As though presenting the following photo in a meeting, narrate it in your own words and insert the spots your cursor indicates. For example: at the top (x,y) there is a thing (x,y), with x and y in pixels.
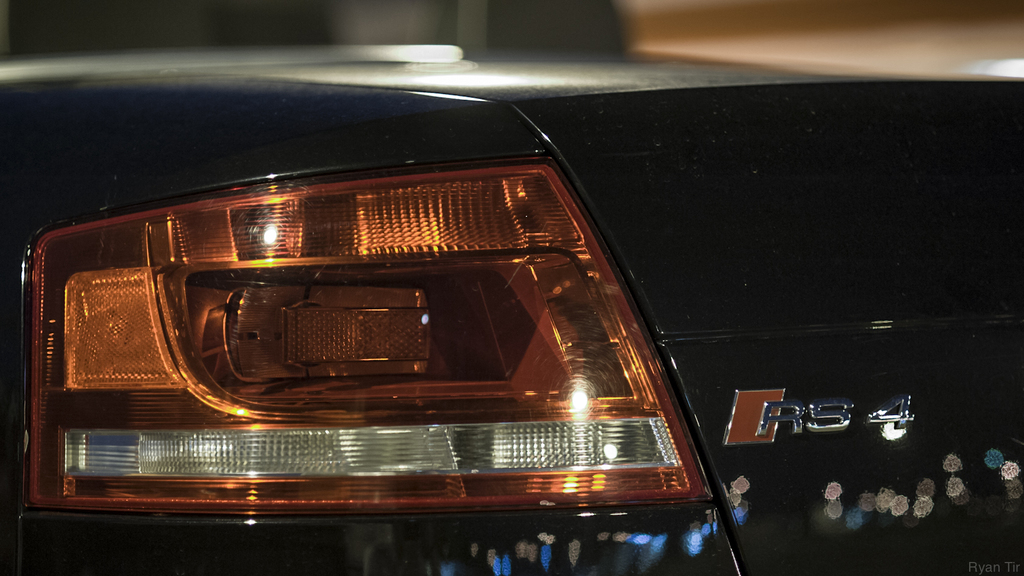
In this picture, we can see back part (298,308) of the car (609,486) highlighted, and we see the blurred background (262,21), we can see some light reflection (649,557) on the car (760,518).
